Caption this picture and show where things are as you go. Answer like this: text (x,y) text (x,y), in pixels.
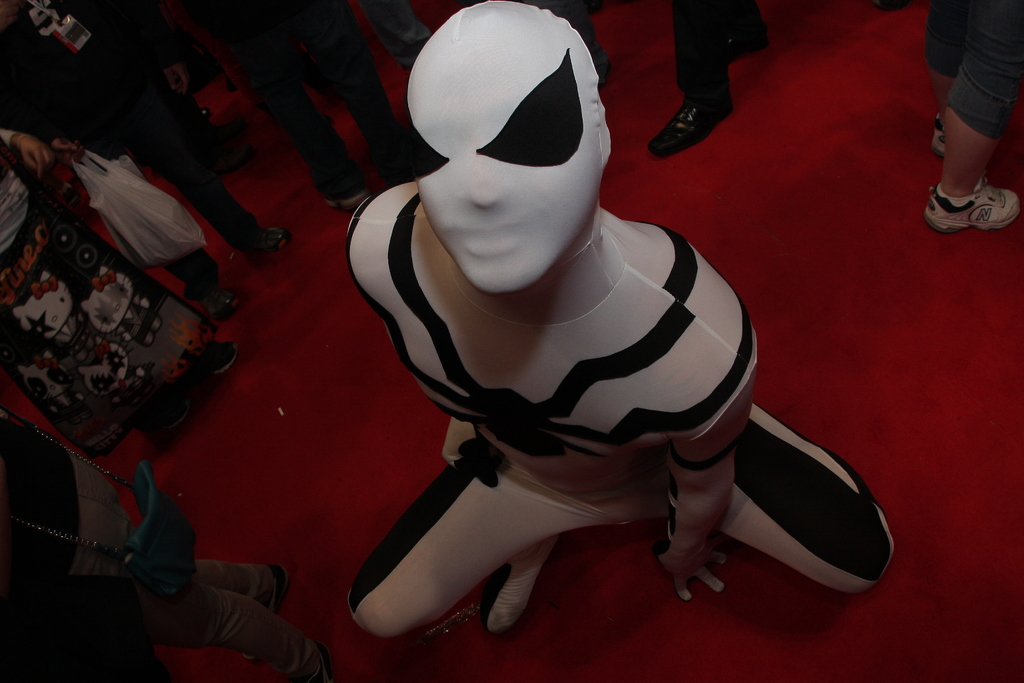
There are many people (383,15) on the red carpet (916,175). In the foreground (589,296) a person (572,302) is in crouch position. He is wearing a suit (485,394).
